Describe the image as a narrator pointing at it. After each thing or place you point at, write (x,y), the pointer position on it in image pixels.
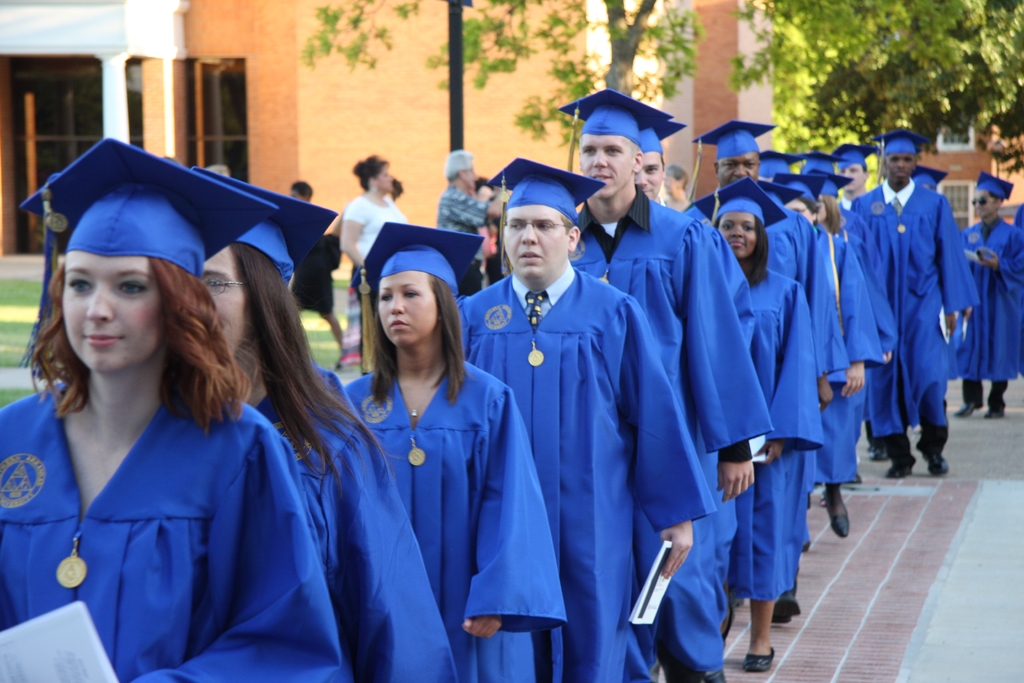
In this image we can see people (772,356), road (983,470), grass (18,301), pole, buildings (415,209), and trees (800,35).
